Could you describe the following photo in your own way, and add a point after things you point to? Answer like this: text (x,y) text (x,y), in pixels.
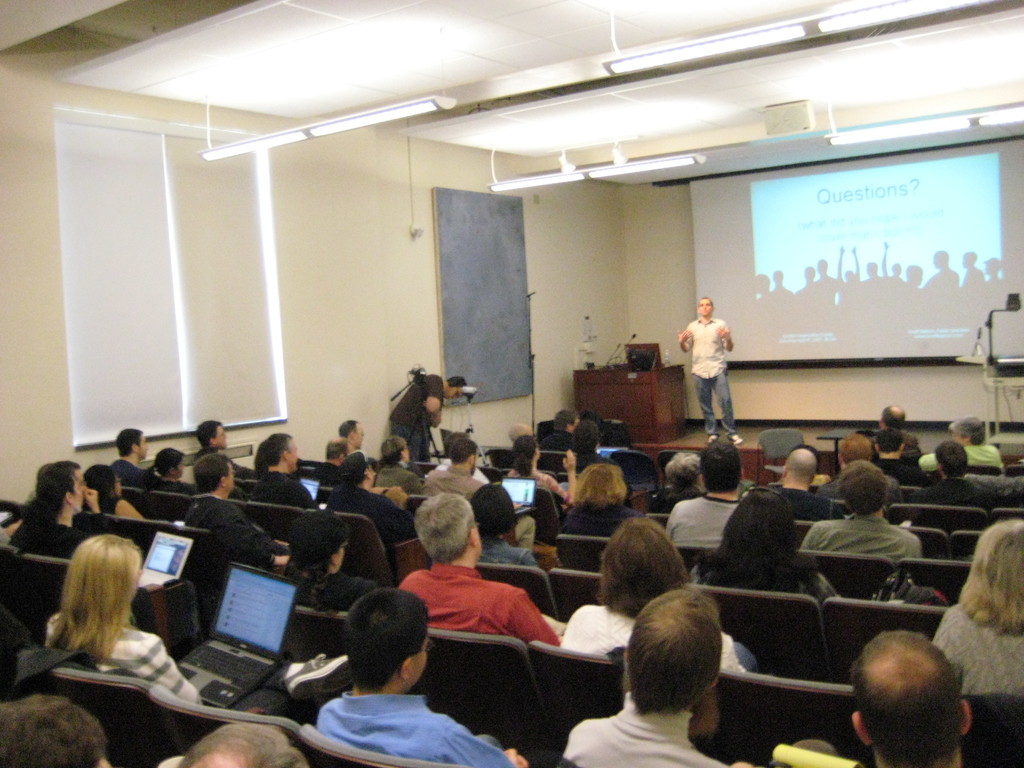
In this image there is a person (702,387) standing on the stage (699,438) and is delivering a lecture, in front of the person (711,399) there are a few people (416,514) seated on chairs (378,565) carrying laptops (225,597) and bags (176,599) with them and there is a person (420,424) standing beside the wall (456,423) holding a camera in his hand (433,416), on the wall (388,385) there are windows (202,251) covered with curtains (238,281) and there is a board (495,336), behind the person (705,373) there is a screen (871,266), there is a table (672,387) with a bottle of water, mic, laptop (638,361) on the table (651,387) and there is a projector (996,369), at the top of the image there are lamps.
